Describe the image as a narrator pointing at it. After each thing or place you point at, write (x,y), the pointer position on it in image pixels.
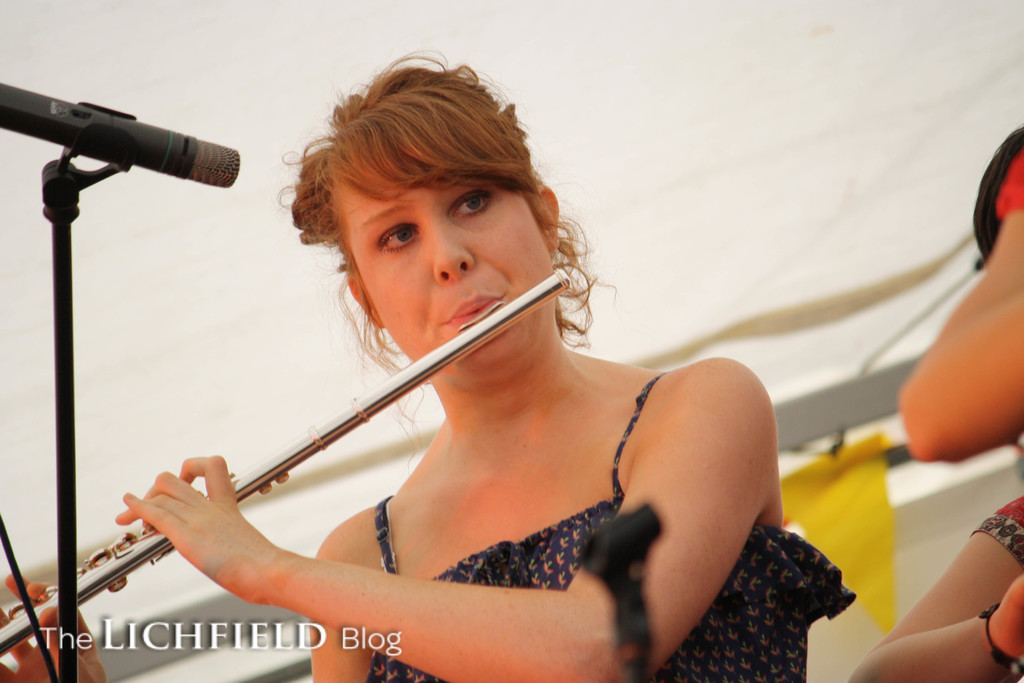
In this picture I can see a woman (517,393) playing a flute (557,275) and I can see microphone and looks like few people (896,667) seated on the side and I can see a white color cloth (77,222) in the background (580,26) and I can see text (276,641) at the bottom left corner of the picture (294,645).
